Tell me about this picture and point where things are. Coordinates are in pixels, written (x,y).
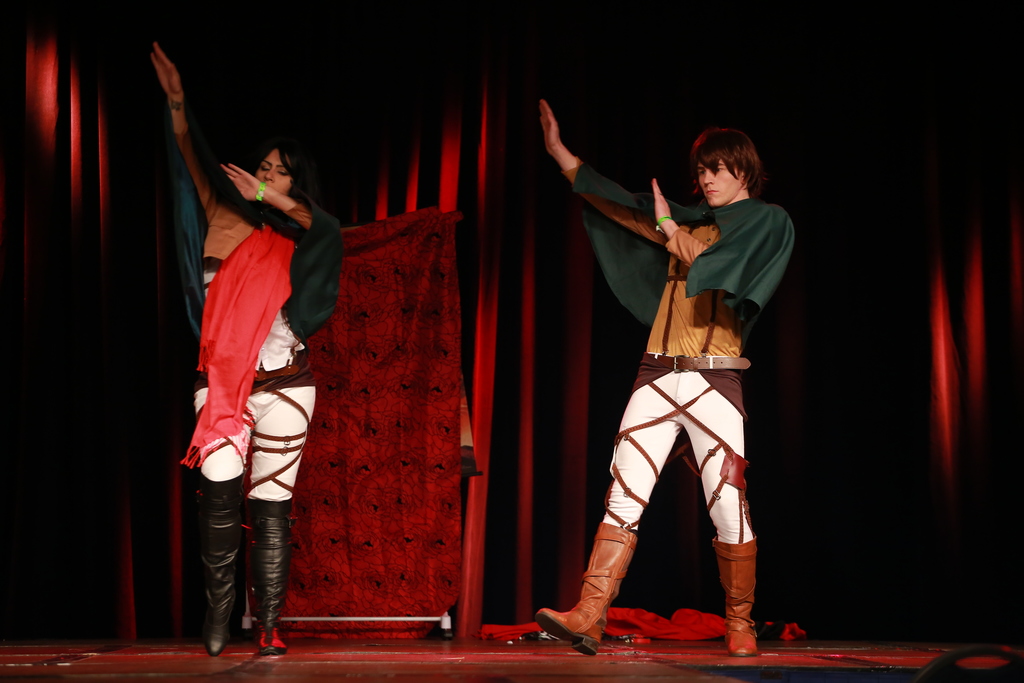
In this picture I can see people (641,404) dancing on the floor (457,644). I can see the curtain (530,367) in the background (528,238).
